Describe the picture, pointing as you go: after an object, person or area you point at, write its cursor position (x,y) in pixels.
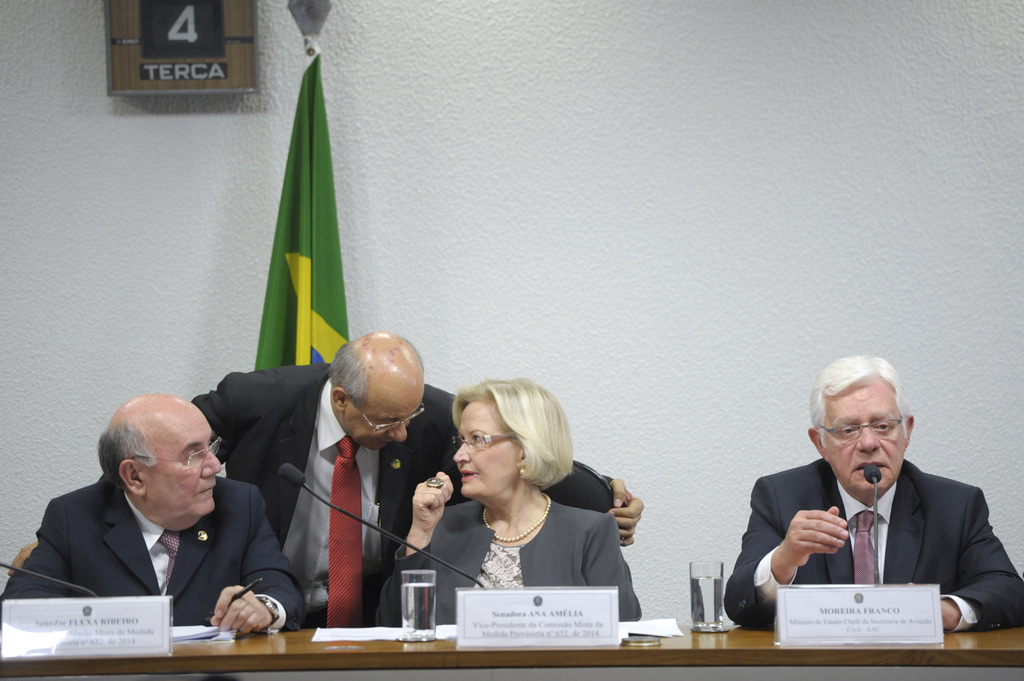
There are the three people (248,533) sitting on the chairs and a person (358,559) standing. This is a table (615,673). I can see the name boards (41,626), glasses (424,621) of water (706,586), mike's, papers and few other things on it. This looks like a flag (294,283), which is hanging to a pole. I think this is a board (252,37), which is attached to the wall (84,101). This wall (462,167) looks white in color.
